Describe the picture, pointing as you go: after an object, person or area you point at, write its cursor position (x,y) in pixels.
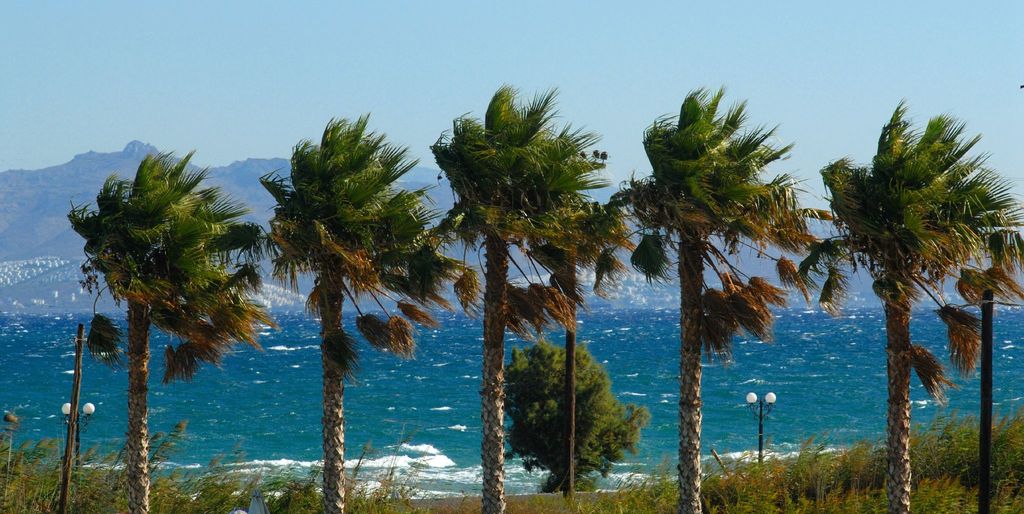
In this picture I can see trees (352,285) and plants (744,495). I can also see street lights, pole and water (385,365). In the background (446,193) mountains (446,193) and the sky (396,117).
